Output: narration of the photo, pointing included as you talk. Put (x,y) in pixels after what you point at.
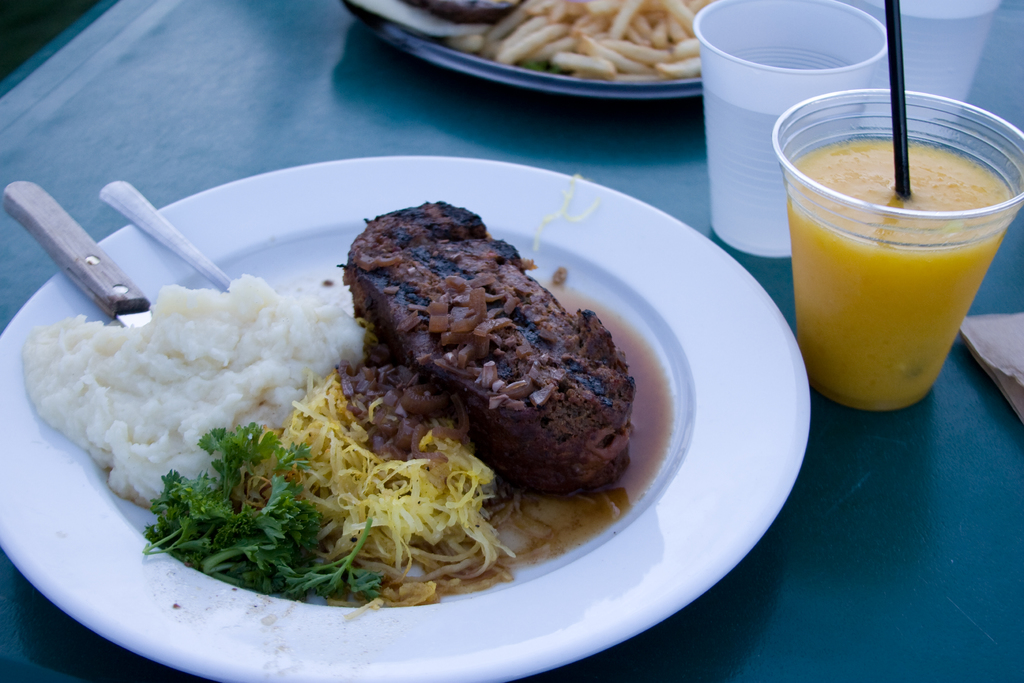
In the picture we can see a table (917,682) on it, we can see a plate (385,656) which is white in color with a food (269,452) in it with a spoon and knife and beside the plate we can see a glass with juice (950,175) and straw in it and beside it we can see another glass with water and some other plate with food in it.
